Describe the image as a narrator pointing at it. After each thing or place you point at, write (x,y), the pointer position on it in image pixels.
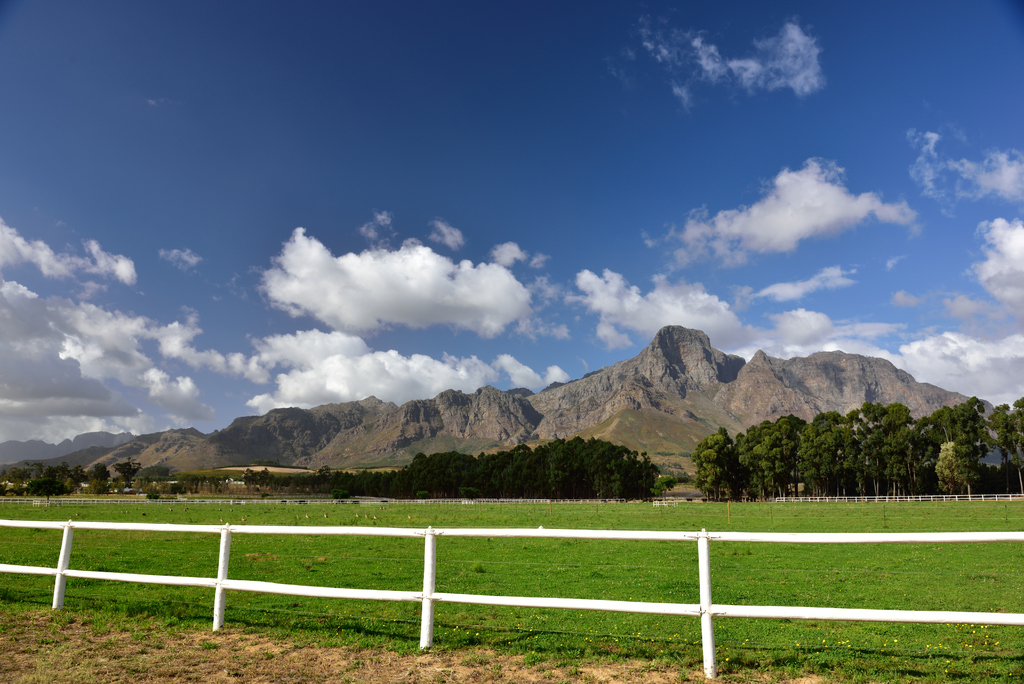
In the background (526,324) we can see the clouds (1020,267) in the sky (826,174) and the hills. In this picture we can see the trees (1021,433), green grass (569,509) and the fence (953,542).
